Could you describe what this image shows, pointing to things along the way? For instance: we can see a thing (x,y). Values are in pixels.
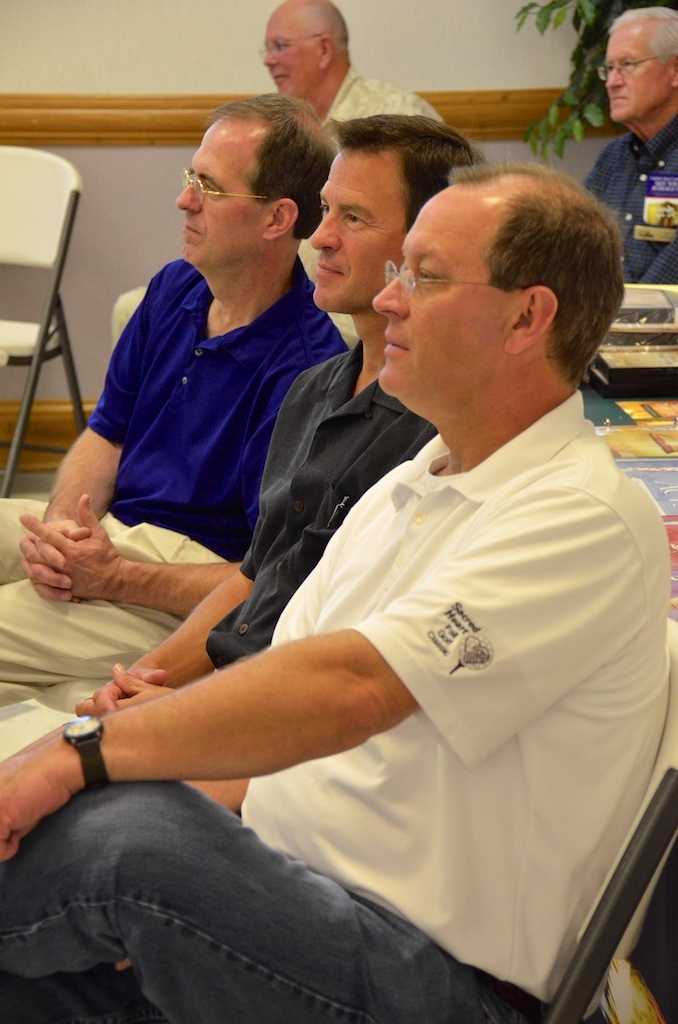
In this picture there three men (389,539) wearing white, blue color t-shirts (299,616) sitting on the chair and listening. Behind there are two old men (326,16) sitting and listening the speech. In the background (248,25) there is a white color wall (174,31).
